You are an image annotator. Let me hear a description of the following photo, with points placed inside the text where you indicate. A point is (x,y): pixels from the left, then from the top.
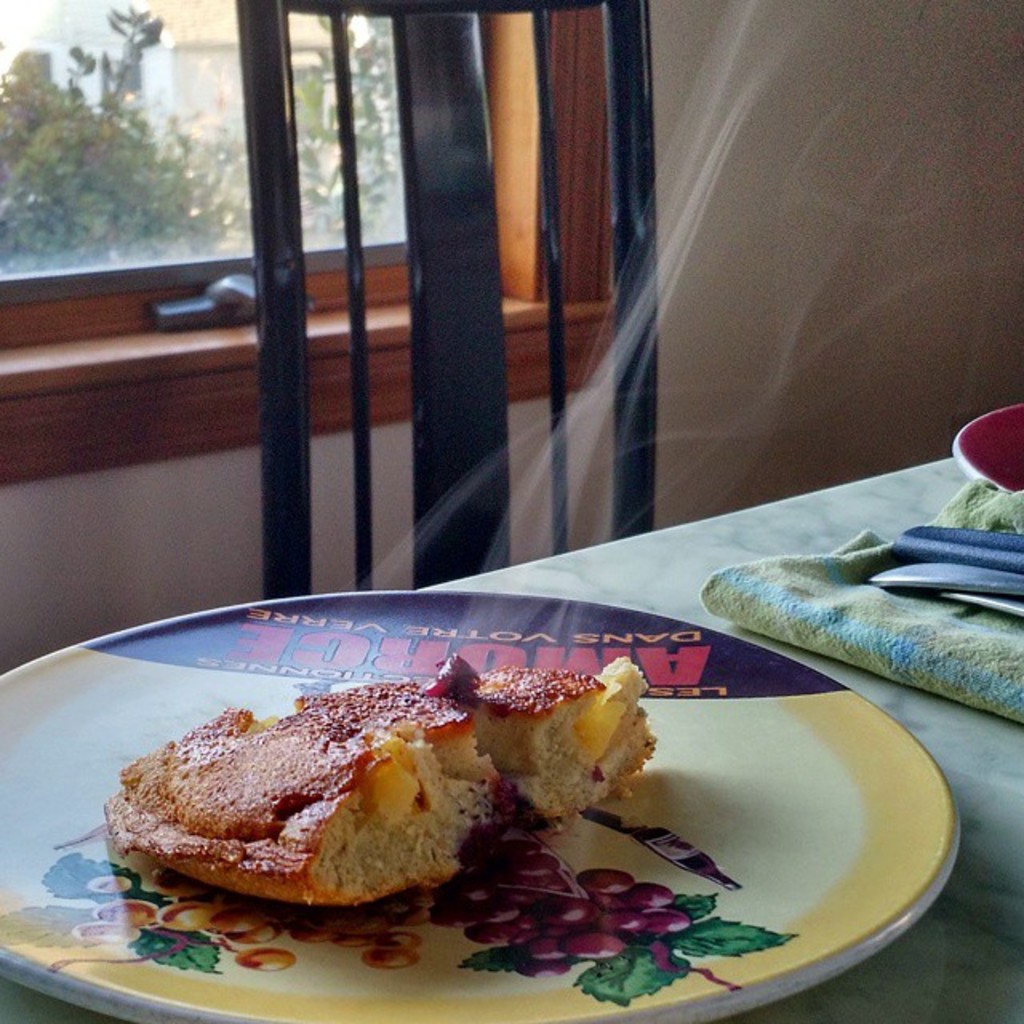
In this image we can see food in a plate (856,899), cloth (851,656), and objects (970,451) on a platform (1014,857). In the background (742,489) we can see a chair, wall (756,261), and a window (178,257). Through the window (178,257) we can see trees (112,215).
